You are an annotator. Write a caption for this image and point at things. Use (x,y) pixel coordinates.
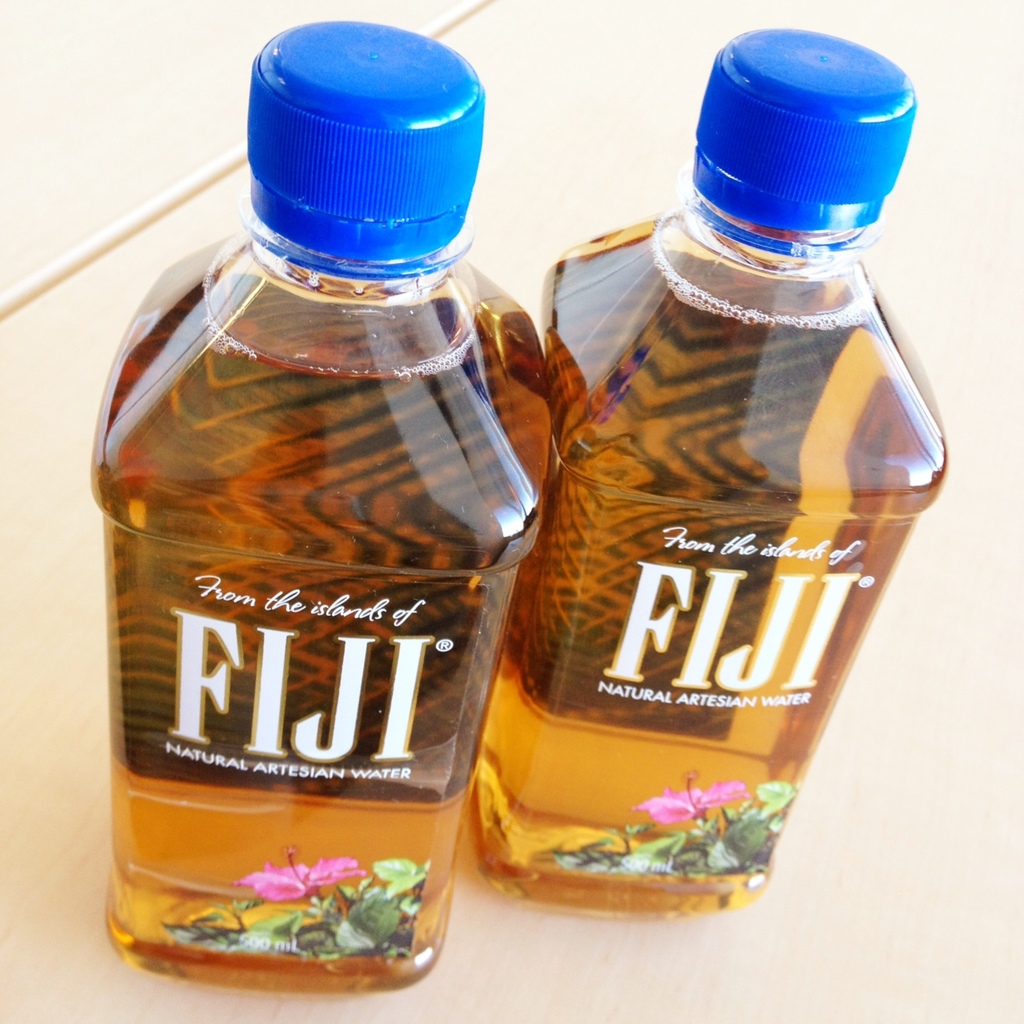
This picture is mainly highlighted with two water bottles (443,430).
